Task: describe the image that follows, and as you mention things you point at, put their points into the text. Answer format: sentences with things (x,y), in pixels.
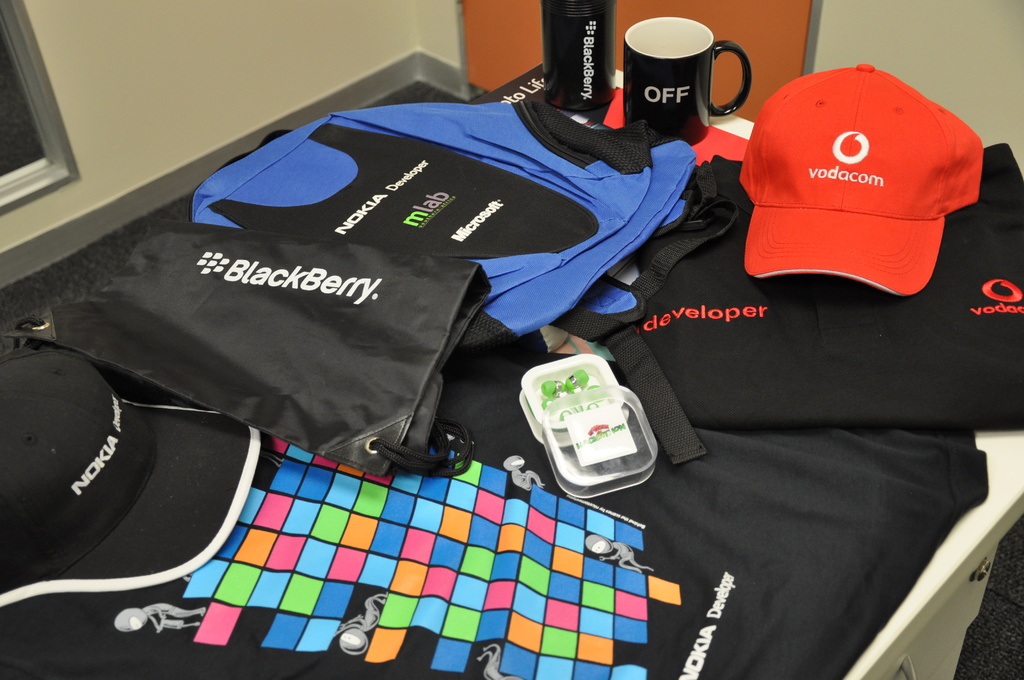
In this image we can see two bags (550,219), a bottle (611,92), one cup (677,105) and an earphone (576,375) are placed on a table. In the background (23,129), we can see a door (771,46) and a window (32,112).
